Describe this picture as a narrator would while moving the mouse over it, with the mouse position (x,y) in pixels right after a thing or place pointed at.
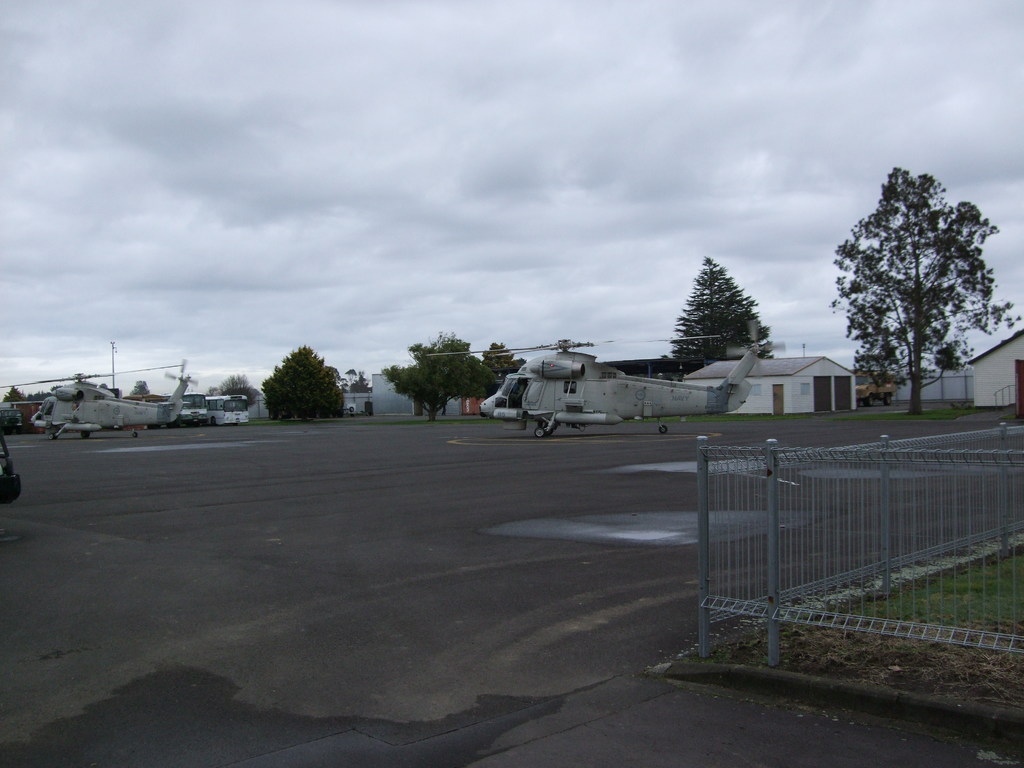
In this image two helicopters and few vehicles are on the road (349,533). Behind there are few trees (246,388) and houses (976,368). Right side (771,635) there is a fence (906,604), behind there is grassland (921,580). Top of image (481,136) there is sky (514,132) with some clouds (491,228).
